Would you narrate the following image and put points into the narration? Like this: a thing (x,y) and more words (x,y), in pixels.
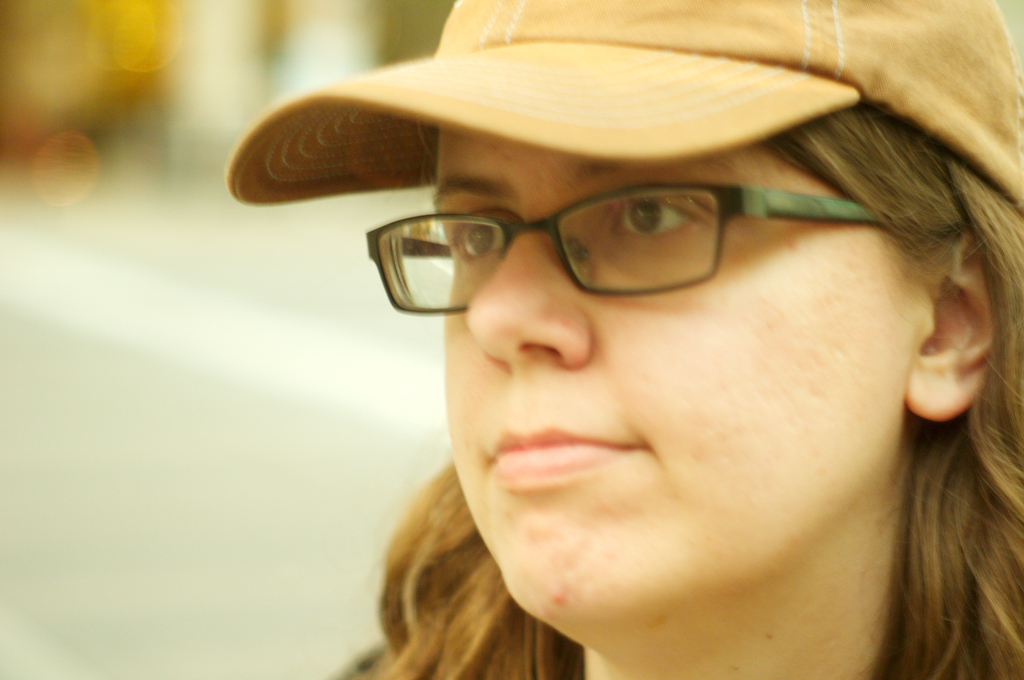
In this picture we can see a woman (489,380) wearing a cap (471,110) and a spectacle (661,240). Background (161,267) is blurry.
